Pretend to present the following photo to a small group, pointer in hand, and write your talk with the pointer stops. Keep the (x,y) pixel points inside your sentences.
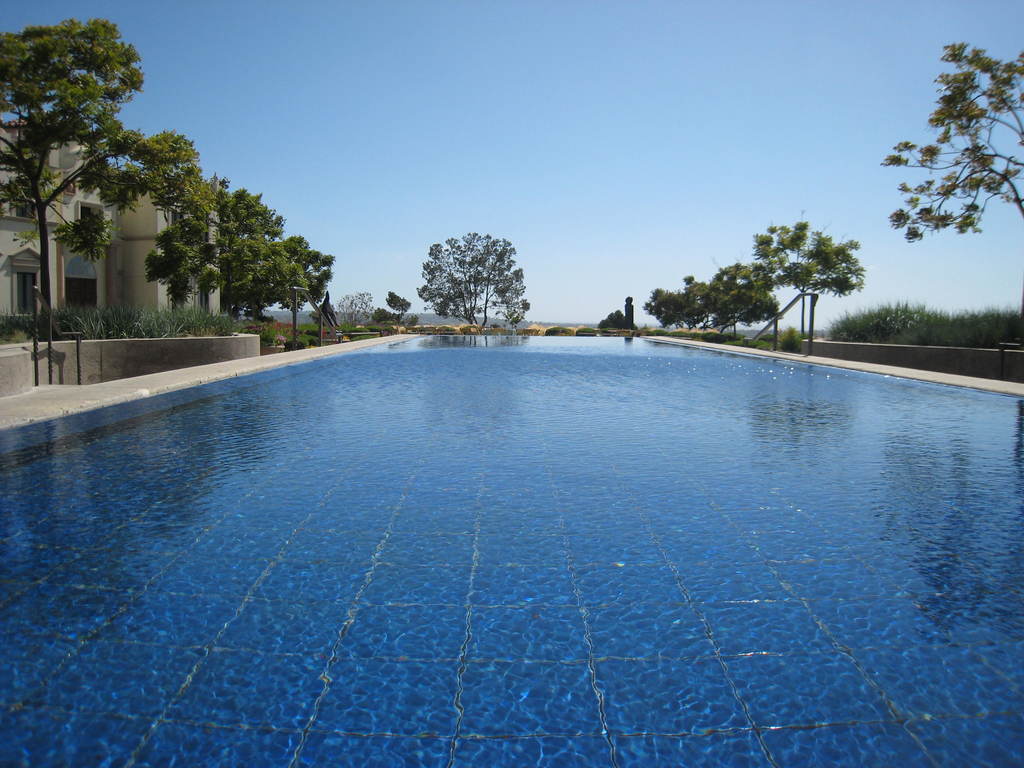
In this image we can see a water body (538,619). We can also see some metal poles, plants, a group of trees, a building (195,297) with windows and the sky (550,184) which looks clear.
